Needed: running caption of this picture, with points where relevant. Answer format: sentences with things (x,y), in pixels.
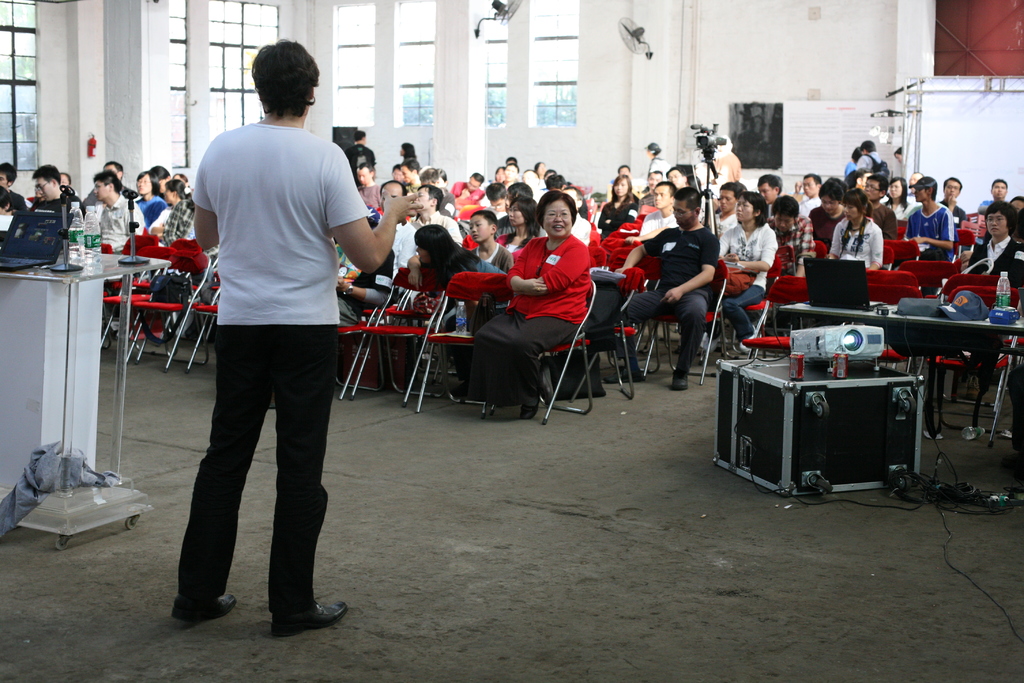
In the center of the image (654,242) we can see group of people (487,358) are sitting on their chair (602,262). On the left side of the image (253,200) we can see a man (289,213) is standing. And there is a table (64,291), on the table (48,275) we can see laptop (31,233), bottles (88,234) are present. On the right side of the image (855,347) projector (868,352) is there. In the background of the image (668,111) we can see a wall (658,63), fans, glasses (368,50), windows (239,64) are there. At the bottom of the image (470,602) floor (485,616) is present.
